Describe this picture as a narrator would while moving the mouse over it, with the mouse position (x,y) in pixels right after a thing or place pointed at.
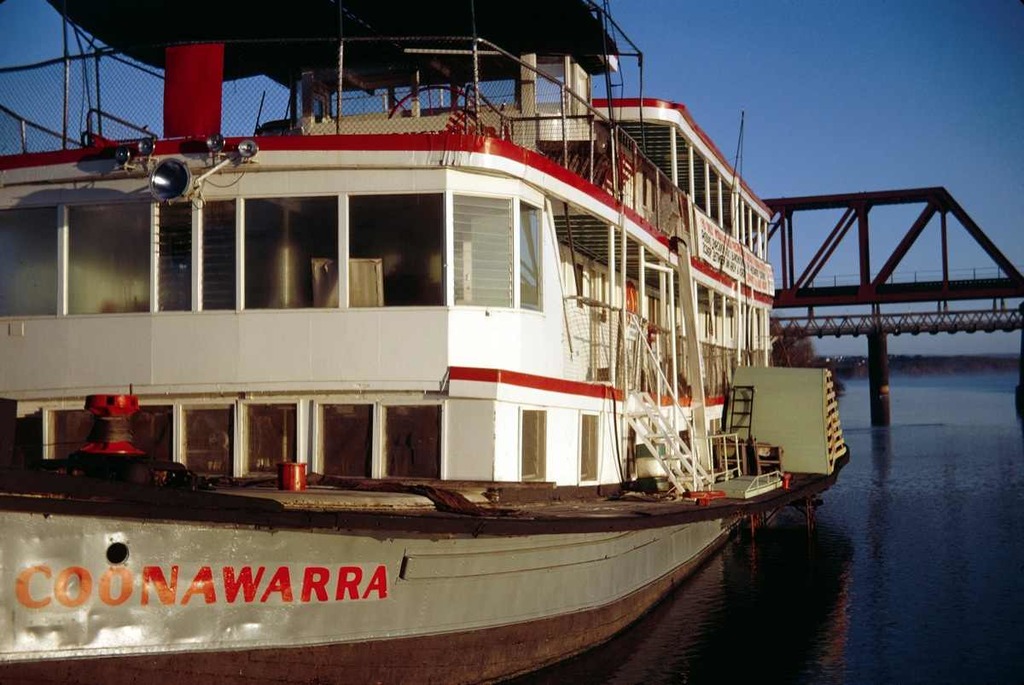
In this image there is a boat (679,400) on the river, behind the boat (745,384) there is a bridge (884,330).
